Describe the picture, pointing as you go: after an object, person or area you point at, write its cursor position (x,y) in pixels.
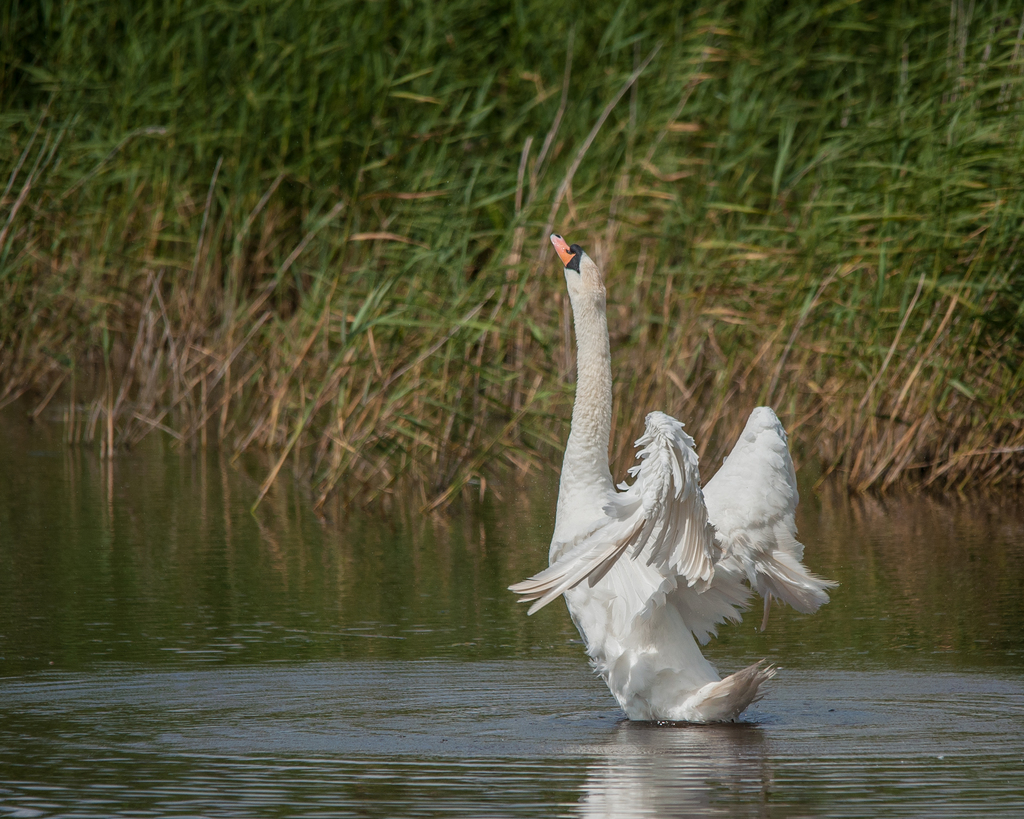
In this image there is swan (613,519) on the water (600,695), there are plants (425,450) in the water (340,534).
